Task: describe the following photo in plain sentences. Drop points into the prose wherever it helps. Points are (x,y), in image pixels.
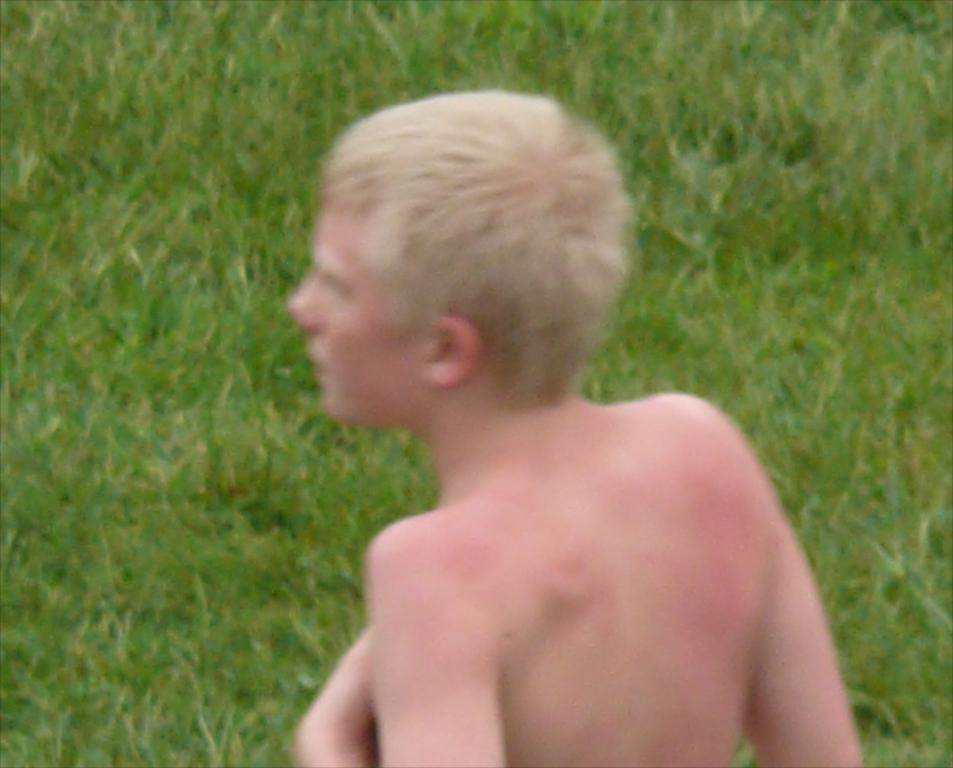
In this picture there is a boy (459,416) in the center of the image (615,501) and there is grassland (708,353) in the image.
